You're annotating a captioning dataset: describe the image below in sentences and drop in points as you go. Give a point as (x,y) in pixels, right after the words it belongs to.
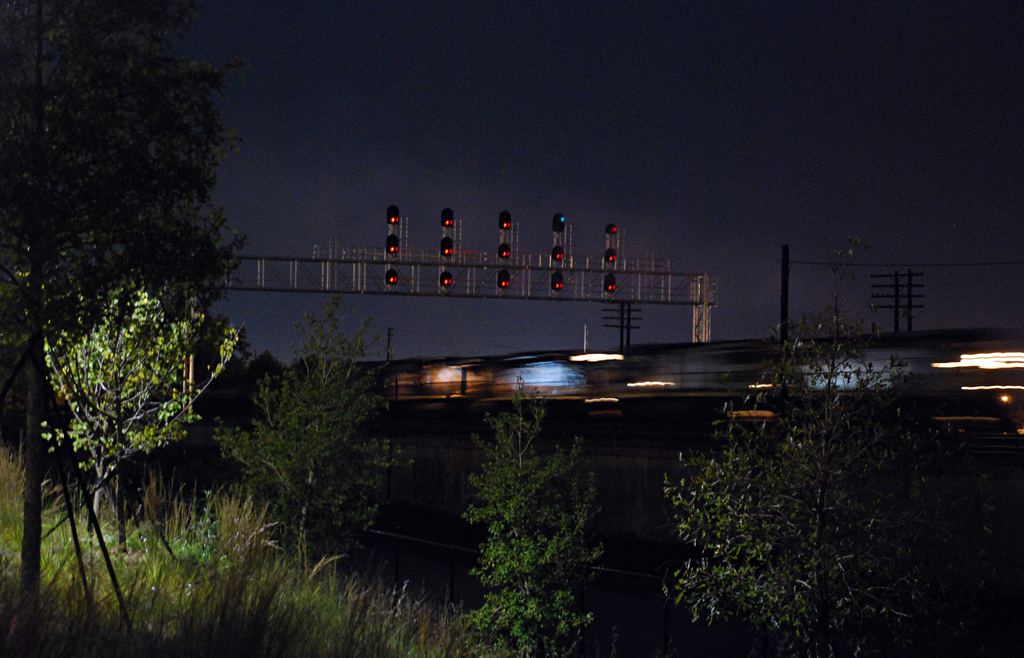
In this image to the bottom (507,517) there are some trees (910,501) and grass (178,571) and in the center (490,378) there is a train (834,378). And in the background (544,269) there are traffic signals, towers (706,318), bridge (710,284), poles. At the top (531,156) there is sky (613,209).
